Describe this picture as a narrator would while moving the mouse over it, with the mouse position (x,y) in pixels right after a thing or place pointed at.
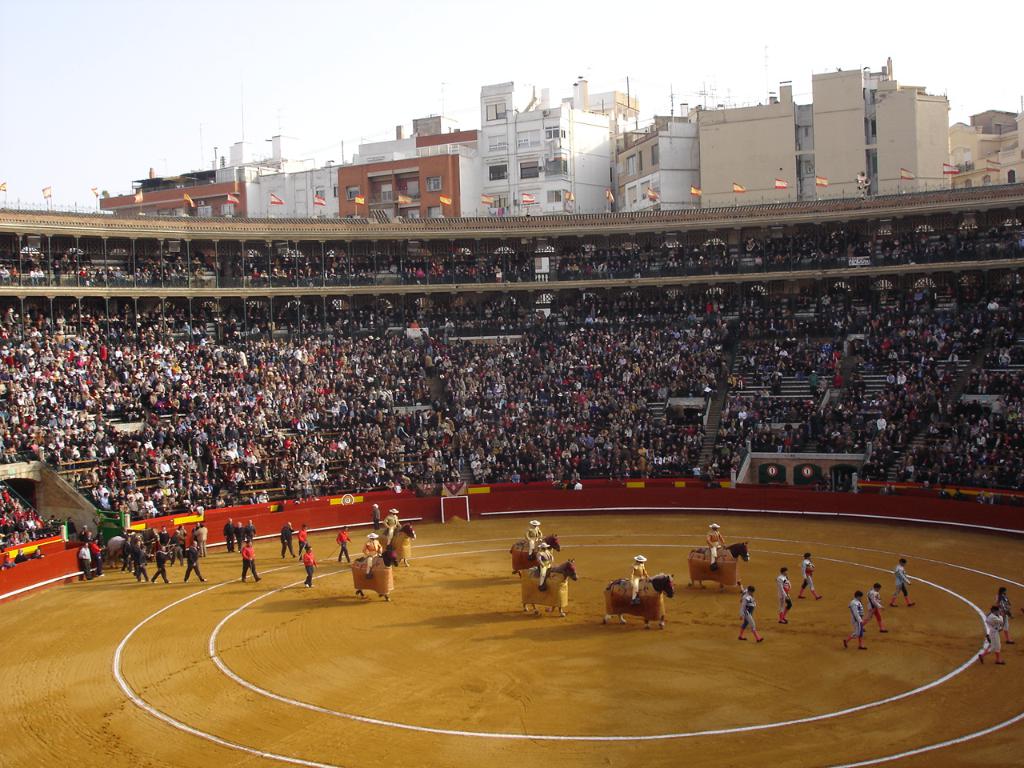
In the picture I can see people (1008,611) are walking on the ground (425,613) and I can see a few people (539,529) are sitting on the horses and riding on it. Here I can see many people (491,343) are sitting in the stadium (831,300), I can see the flags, buildings (393,176) and the sky (200,104) in the background (193,105).
